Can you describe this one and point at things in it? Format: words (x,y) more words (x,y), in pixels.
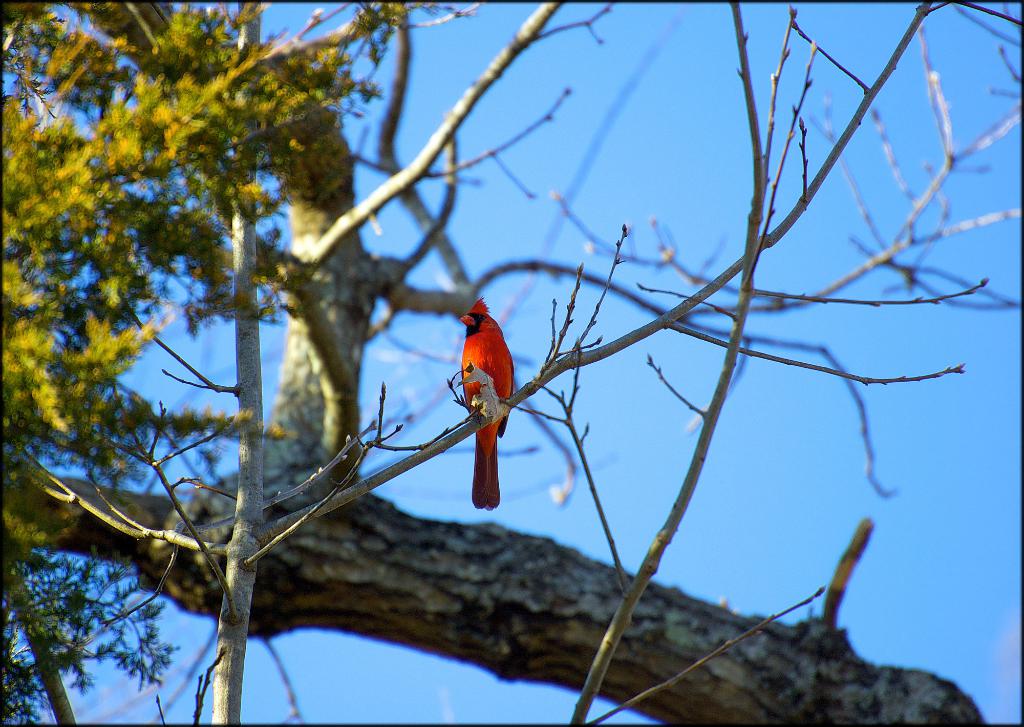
As we can see in the image there is a tree (340,614), bird (495,430) and sky (718,88).
